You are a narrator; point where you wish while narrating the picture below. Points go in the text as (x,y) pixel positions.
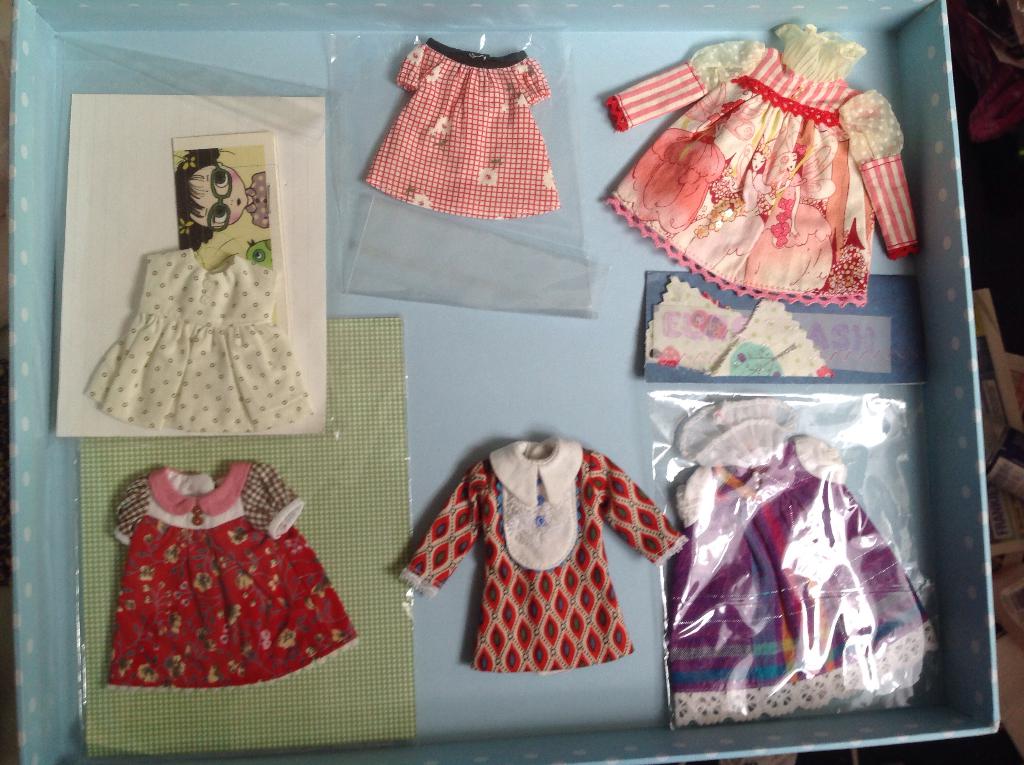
In the image there is a box (56,46). Inside the box (460,438) to the bottom left corner (163,579) there is a red frock (217,541). Above the red color frock (199,576) there is a white color frock (217,294). Beside that frock (199,274) there is a pink frock (466,100). Beside the pink frock (466,100) there is a red frock (756,154). And below the frock (735,159) there is a violet color frock (782,533).
